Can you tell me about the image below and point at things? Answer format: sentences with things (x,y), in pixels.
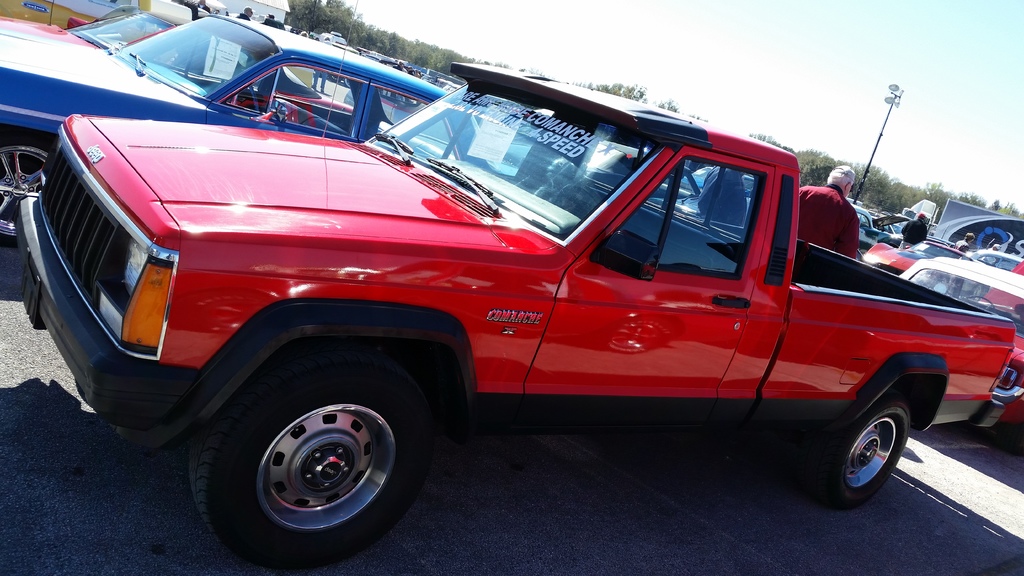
Here I can see many cars (418,145) on the road (488,525) and also I can see few people (817,191). In the background (863,177) there are trees (886,190) and a pole (881,133). At the top of the image (820,61) I can see the sky (716,42).
